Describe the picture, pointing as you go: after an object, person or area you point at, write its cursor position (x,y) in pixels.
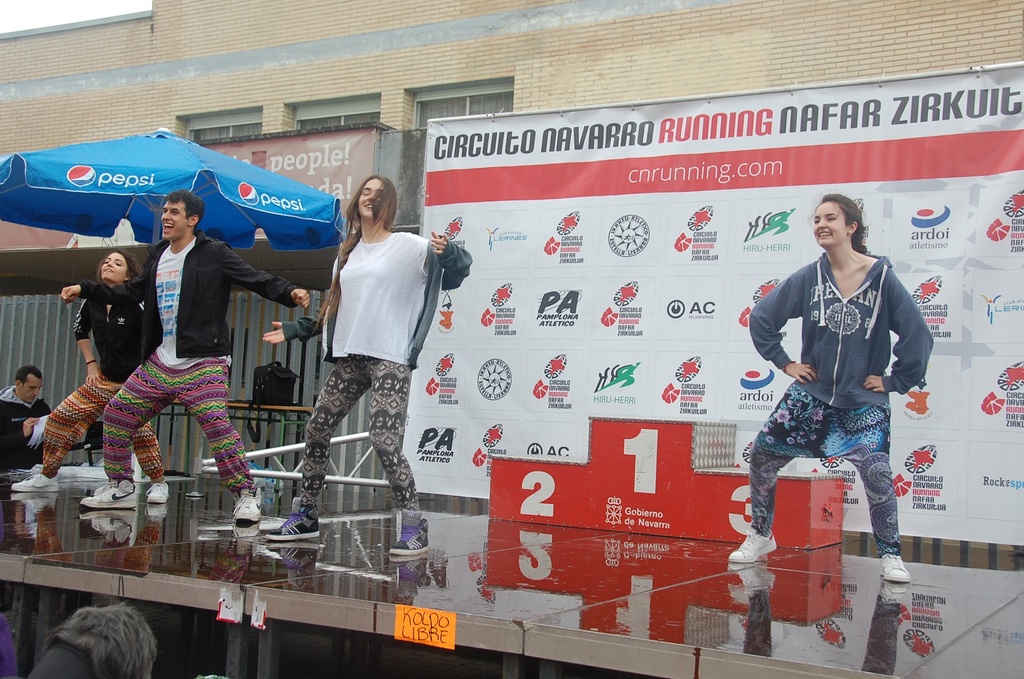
In this picture, we see three women (376,339) and a man (193,323) are dancing on the stage (579,580). Behind them, we see a stage (587,480) in red color. Behind that, we see a banner (593,274) in white color with some text (549,296) written on it. On the left side (243,228), we see a tent (127,207) in blue color. Under the tent (221,169), we see a table (290,406) on which black bag (262,394) is placed. On the left side (18,405), we see a man (10,432) in black jacket (16,432) is sitting. In the background (198,92), we see a building (376,120).
